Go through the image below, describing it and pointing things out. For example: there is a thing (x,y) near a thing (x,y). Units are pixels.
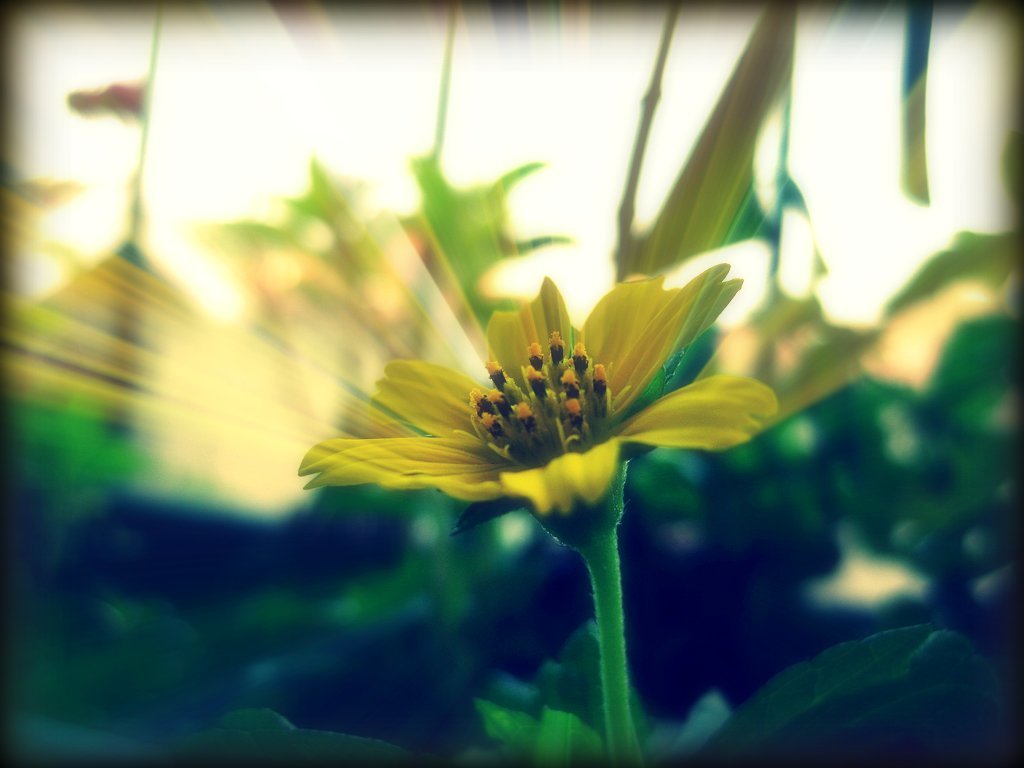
In this image I can see flowering plants (601,439) and the sky (421,100). It looks as if the image is taken may be in a garden (866,404).
